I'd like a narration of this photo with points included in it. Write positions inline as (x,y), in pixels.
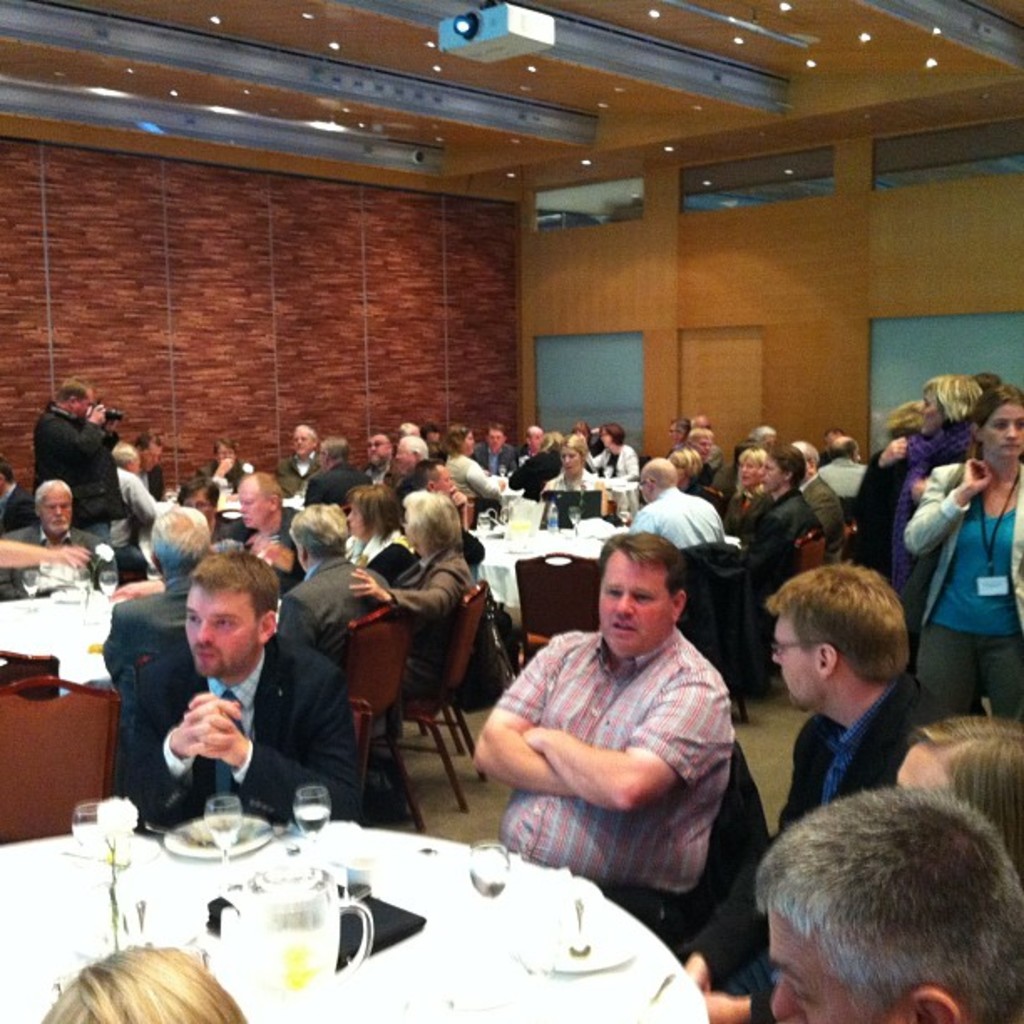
In this picture we can see some people (312,535) are sitting on chairs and some people (975,642) are standing on the floor (770,790) and a person (49,411) is holding a camera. In front of the people (264,485) there are tables (296,1019) and on the tables (521,870) there are glasses (502,849), plates (603,933), jar (318,955) and some objects (364,881). Behind the people (293,455) there is a wall (229,298) and at the top (466,53) there are ceiling lights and a projector (515,29).
